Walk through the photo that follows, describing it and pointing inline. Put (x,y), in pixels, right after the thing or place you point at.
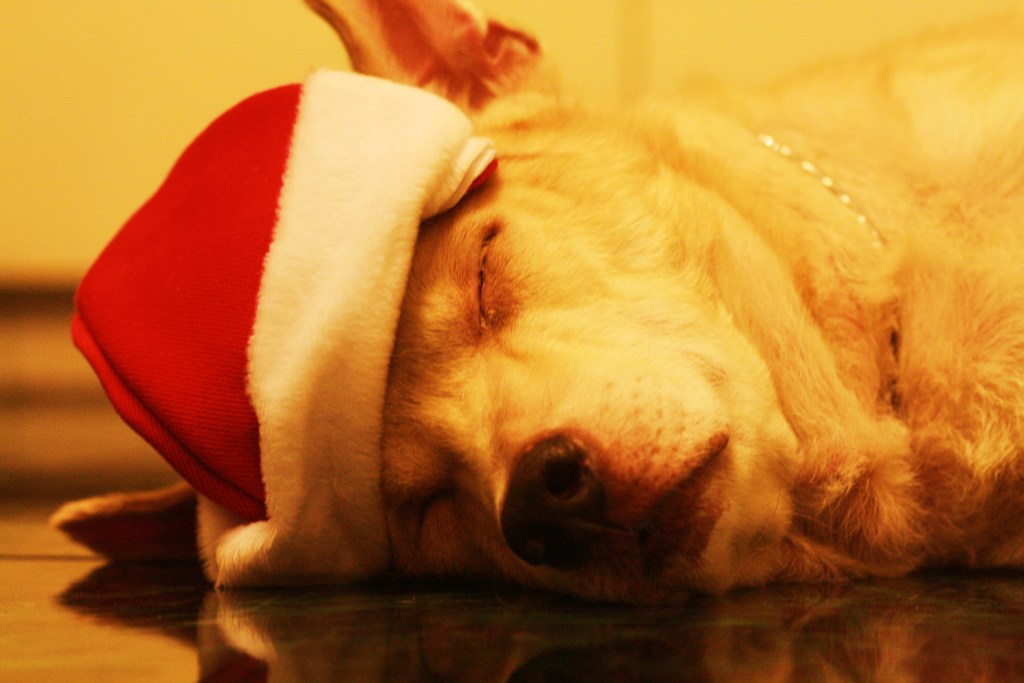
In this image we can see that there is a dog (563,454) which is sleeping on the floor (387,610) by wearing the red color cap (268,314).
